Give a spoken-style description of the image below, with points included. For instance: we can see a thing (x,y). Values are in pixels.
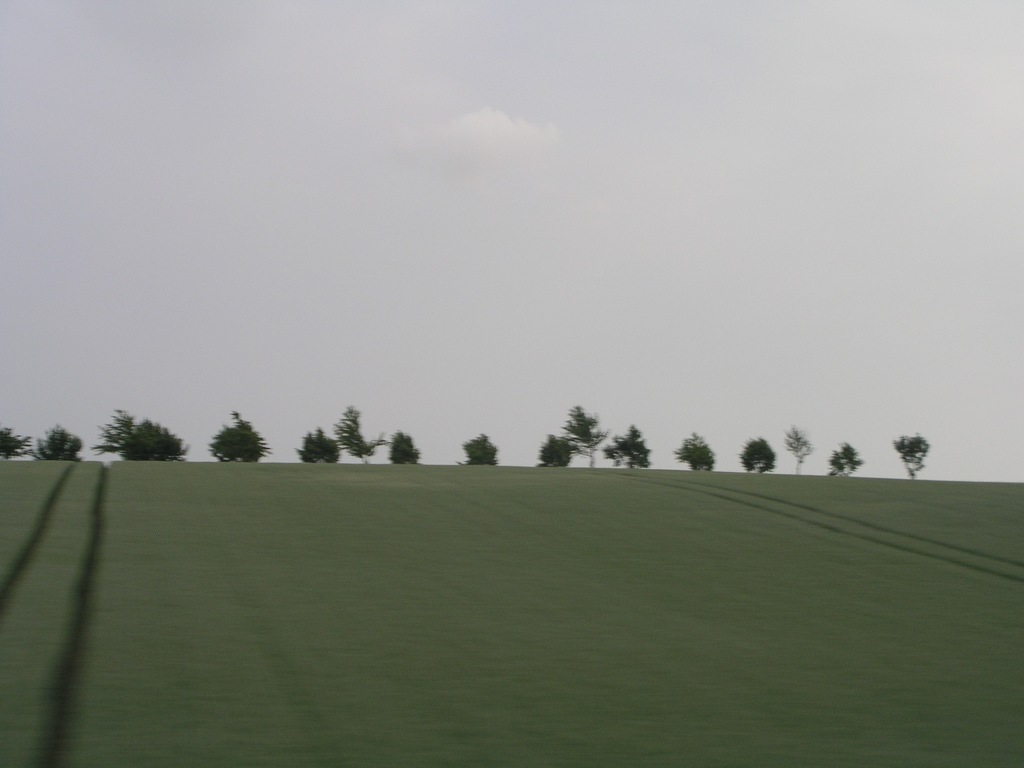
In this image there is the ground (506,607). In the background (167,444) there are trees (754,461). At the top (410,207) there is the sky (334,232).
